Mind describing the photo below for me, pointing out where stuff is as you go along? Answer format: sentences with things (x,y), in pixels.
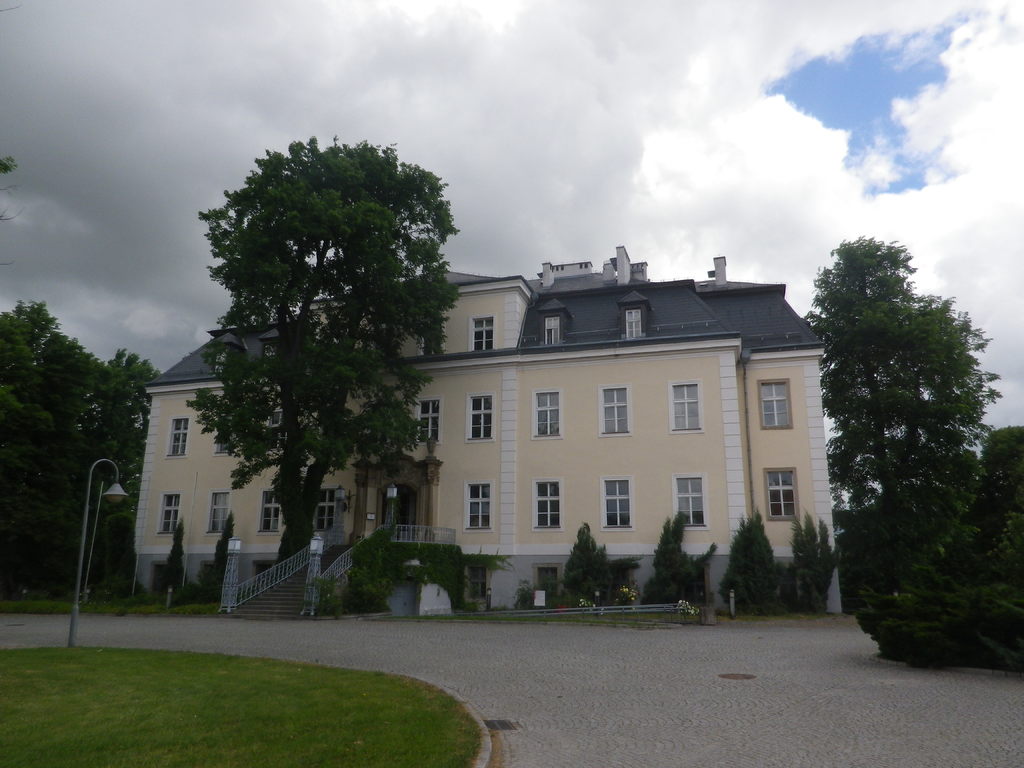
In this image there is a street light (75,613) on the grassland (108,661). There is a building (488,478) having staircase (255,605) with few lamps (234,579) on it. There are few plants (378,533) on the grassland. There are few trees (137,467). Top of image (429,99) there is sky (640,144) with some clouds (640,144).
